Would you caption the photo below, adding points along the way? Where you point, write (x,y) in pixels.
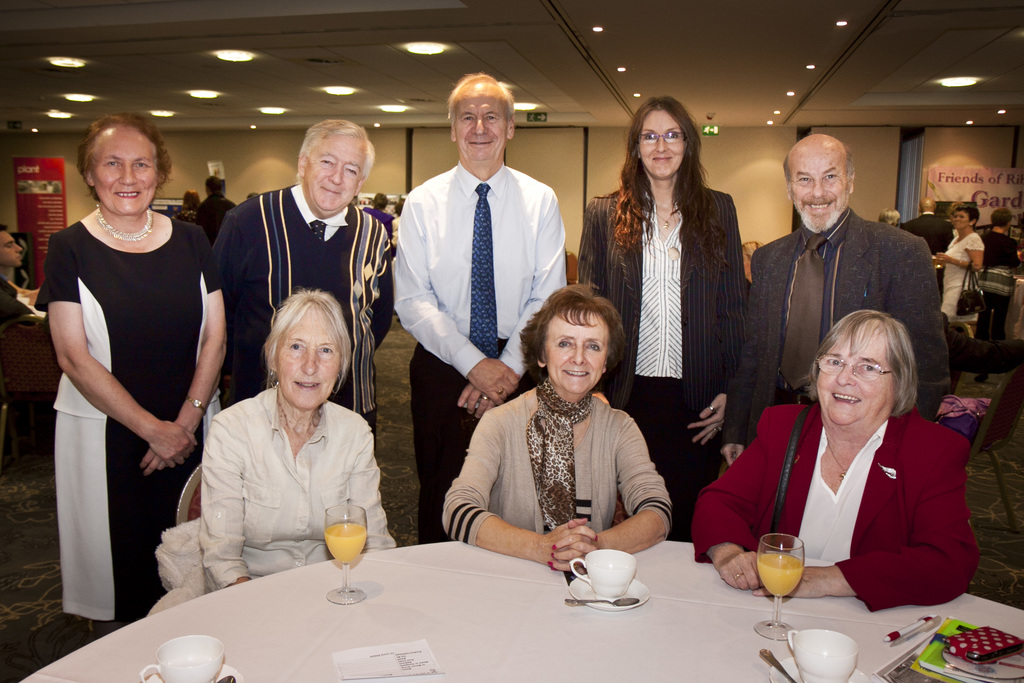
In this picture we can see a few women (534,412) are sitting on the chair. There are few cups (809,638), glasses (348,544), spoons (629,604), books (937,640), a pen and a wallet (989,653) on the table (686,545). Few people (470,207) are standing at the back (145,331). There are some boards (161,202) and a banner (980,180) in the background (981,199). Some lights (956,80) are visible on top.
